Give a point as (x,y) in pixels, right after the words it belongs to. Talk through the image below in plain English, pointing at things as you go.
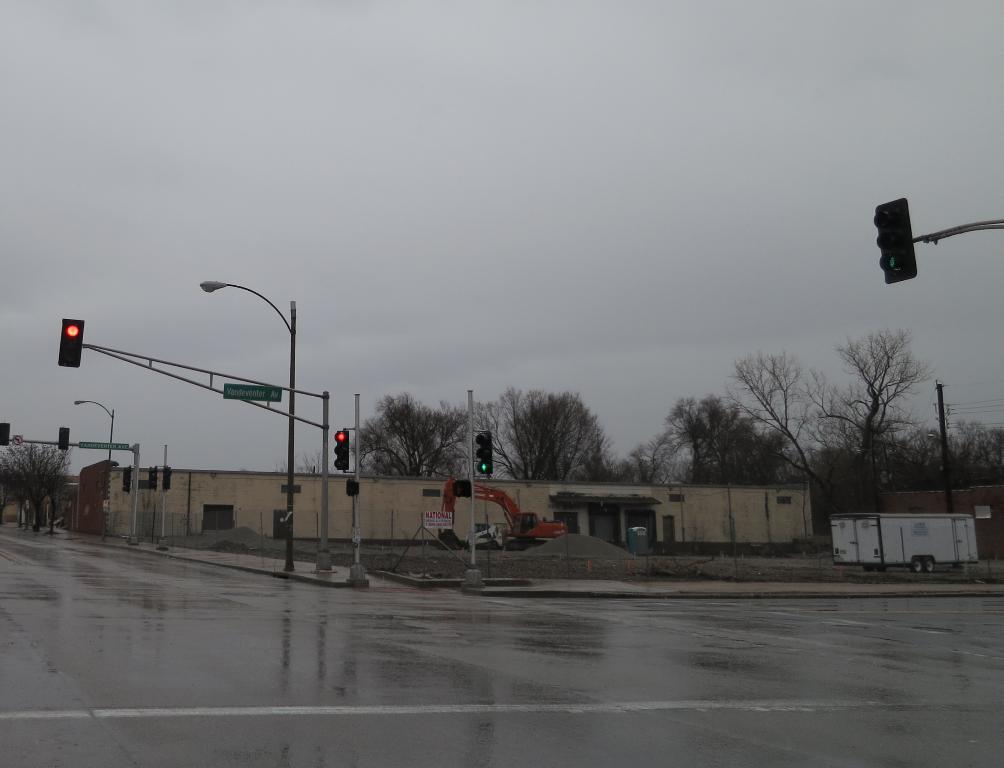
There is a wet road (37,541). There are poles (291,526), traffic signals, buildings (383,485) and trees (415,454) at the back (783,455).
